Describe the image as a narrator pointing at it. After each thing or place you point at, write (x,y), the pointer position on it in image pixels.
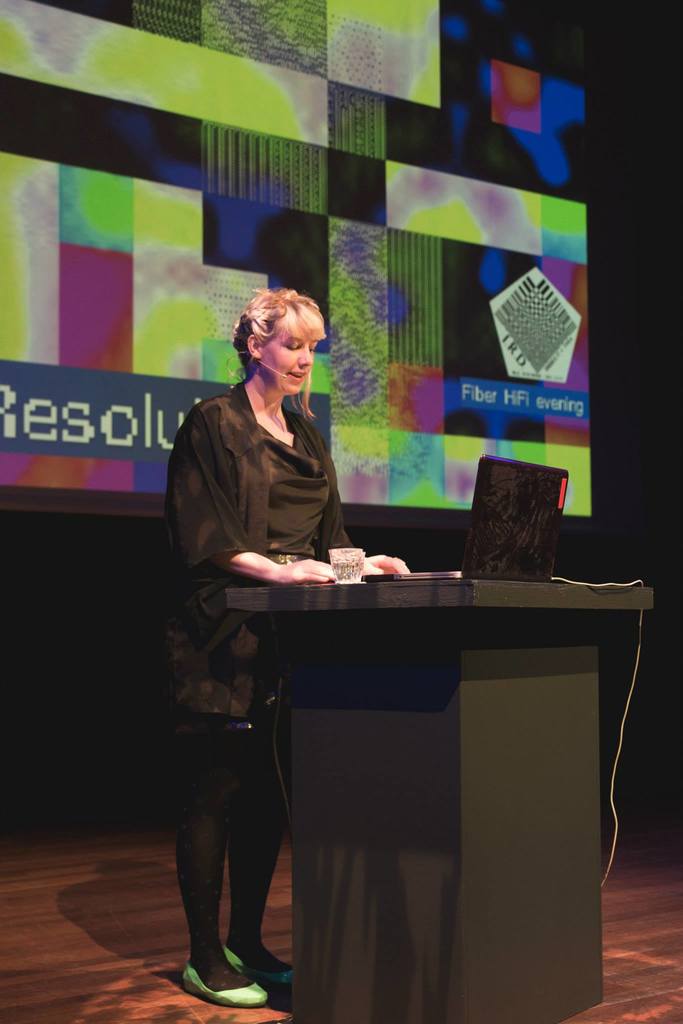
In the middle of the image (450,600) there is a podium (320,595), on the podium (331,587) there is a laptop (509,473) and glass (336,550). Behind the podium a woman (187,452) is standing and looking into the laptop (529,466). Behind her there is a screen (141,463).
